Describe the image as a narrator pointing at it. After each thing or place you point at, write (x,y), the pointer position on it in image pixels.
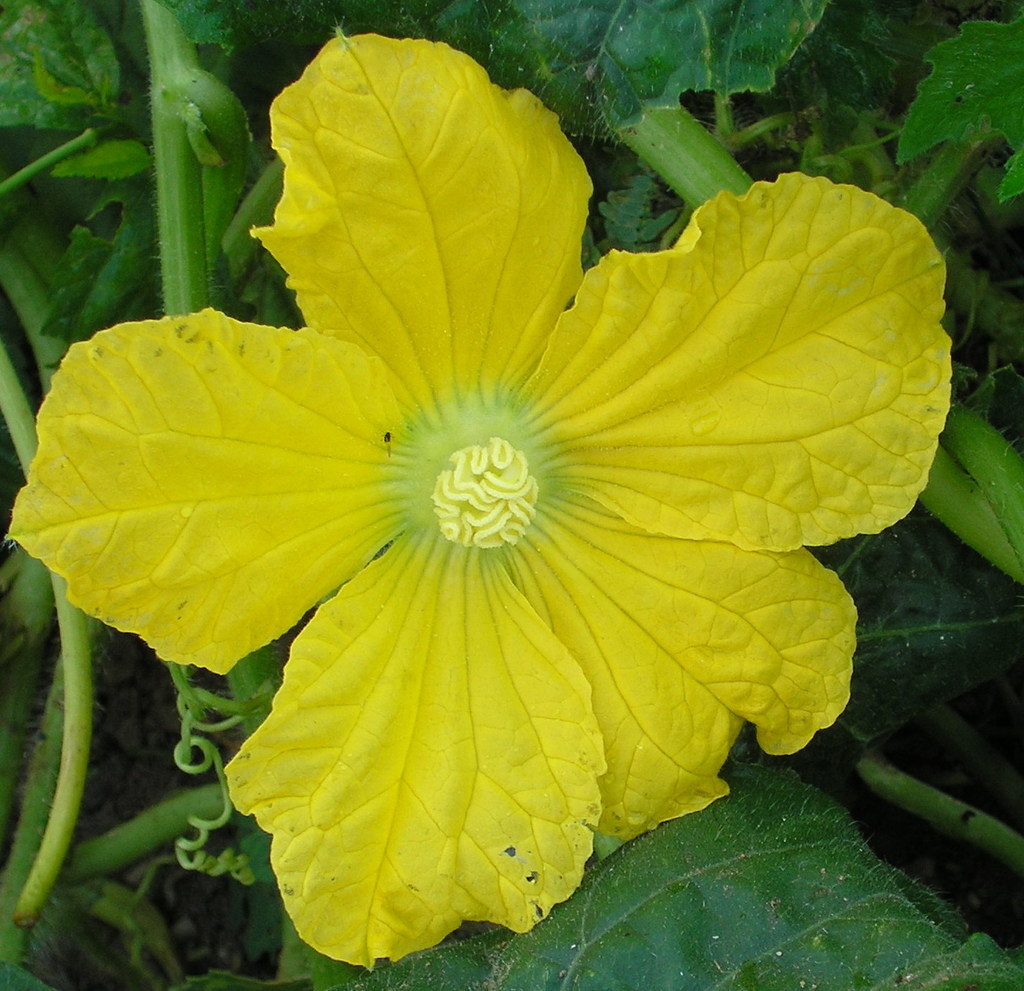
In the center of the image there is a flower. At the background of the image (828,19) there are leaves (1009,75) and stems (83,727).
